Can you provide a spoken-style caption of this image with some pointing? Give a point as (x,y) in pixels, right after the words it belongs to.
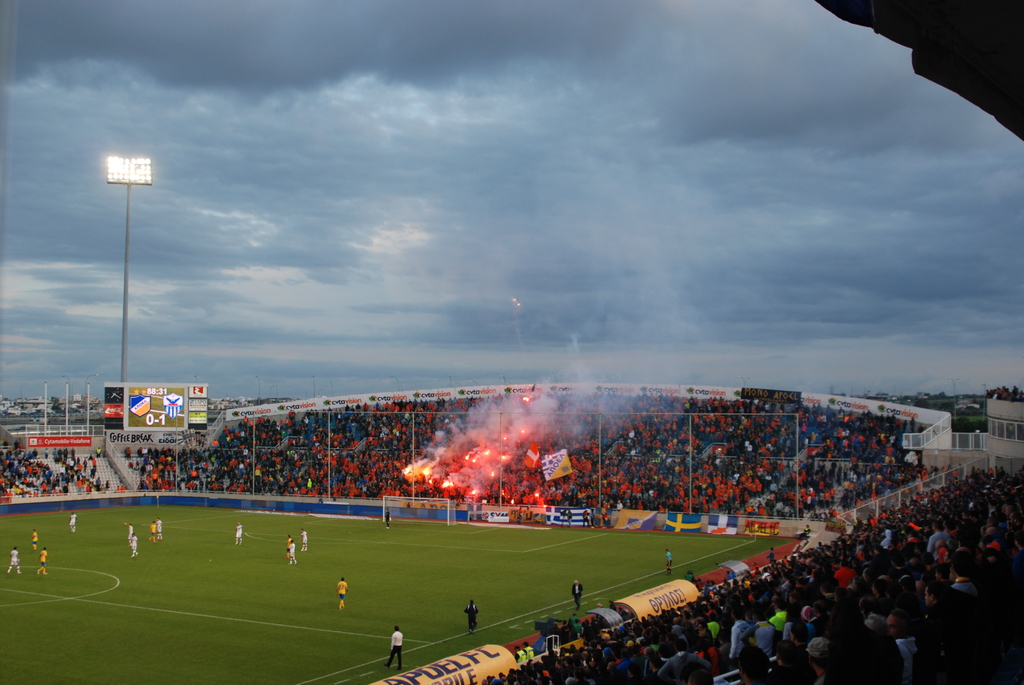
In this picture we can see the football stadium (751,549). On the left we can see the two teams (16,565) who are wearing white and yellow dress (48,558). In the center (487,451) we can see the fire (444,487). On the left (178,391) there is a screen (176,419) and focus light (145,173). In the background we can see building (1016,454) and trees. At the bottom (402,654) there is a man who is wearing white shirt (396,641), black trouser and shoe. He is standing on the ground (387,651). At the top (469,203) we can see sky (472,179) and clouds (510,137).
